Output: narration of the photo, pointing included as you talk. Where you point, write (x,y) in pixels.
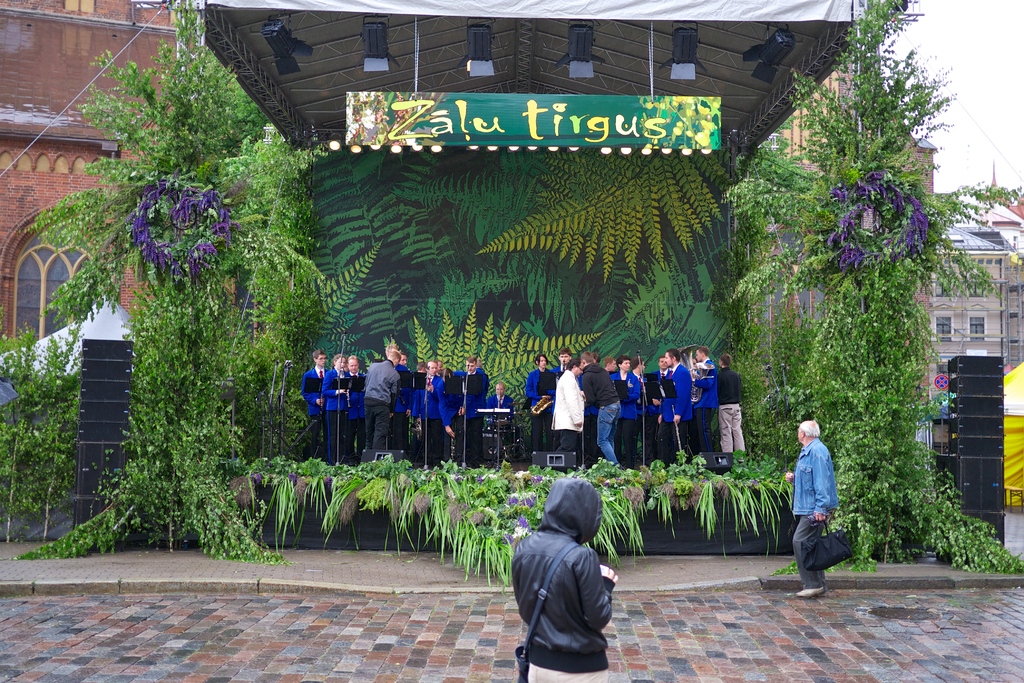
At the bottom of the image (574,501) two persons (590,491) are standing. In the middle of the image (369,387) few people (314,418) are standing and sitting and they are holding some musical instruments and there are some plants (894,488). Behind them there is banner (512,159). At the top of the image (297,118) there is roof (318,131) and banner (362,99). Behind the banner (606,268) there are some buildings (15,12). In the top right corner of the image (1019,169) there is sky (956,29).
